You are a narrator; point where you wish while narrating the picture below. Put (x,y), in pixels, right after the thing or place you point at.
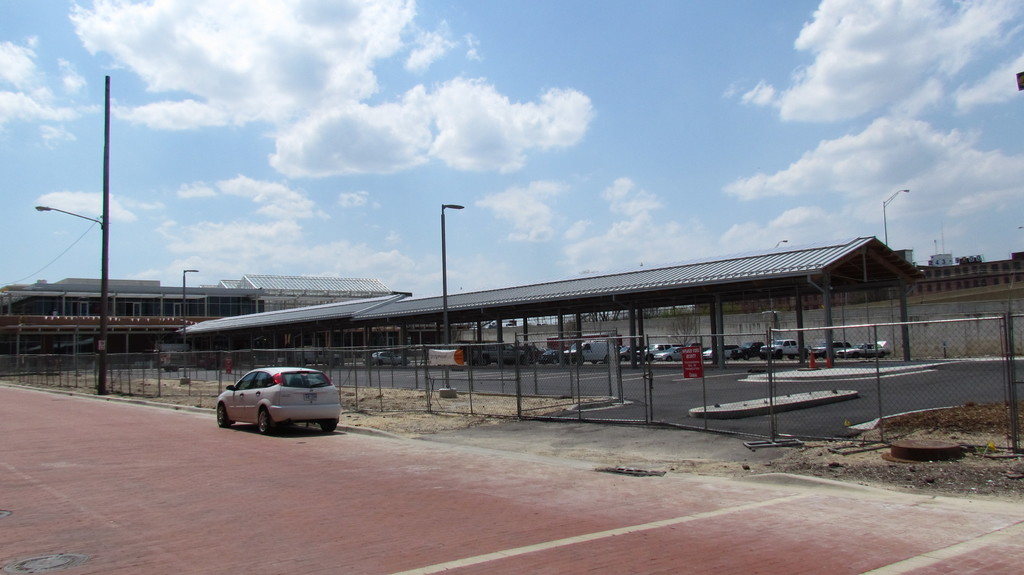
In this image I can see fleets of vehicles (505,359) on the road (870,537), fence (695,410), light poles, shed (450,317), buildings (851,294) and the sky (414,210). This image is taken may be on the road (466,453).
